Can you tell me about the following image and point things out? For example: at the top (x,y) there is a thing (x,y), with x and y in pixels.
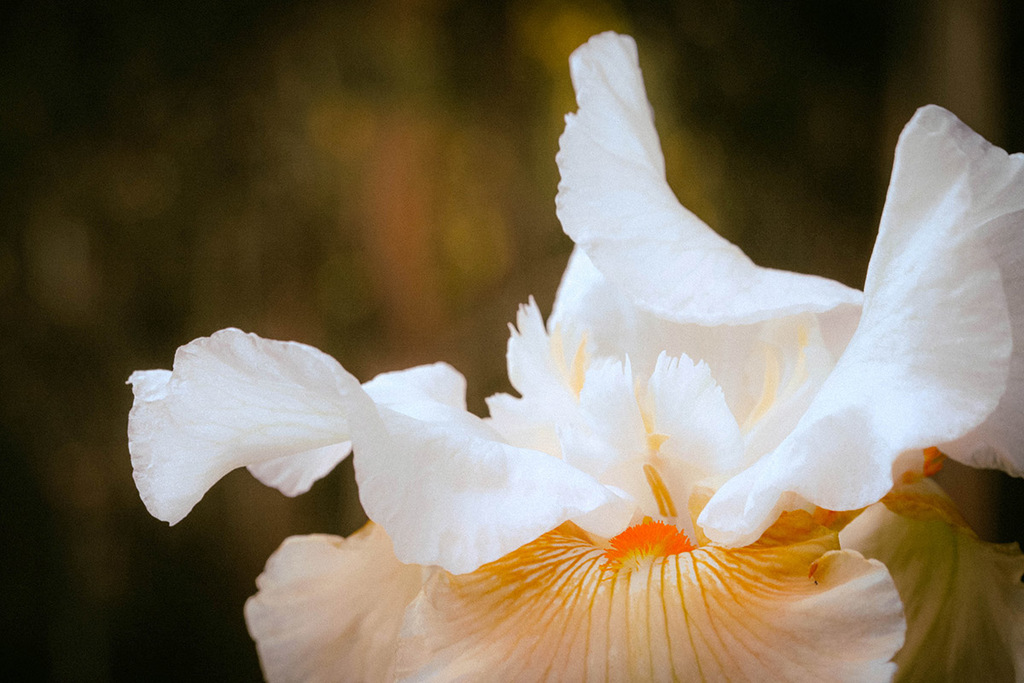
In this image we can see flowers (509,517), and the background (704,187) is blurred.
